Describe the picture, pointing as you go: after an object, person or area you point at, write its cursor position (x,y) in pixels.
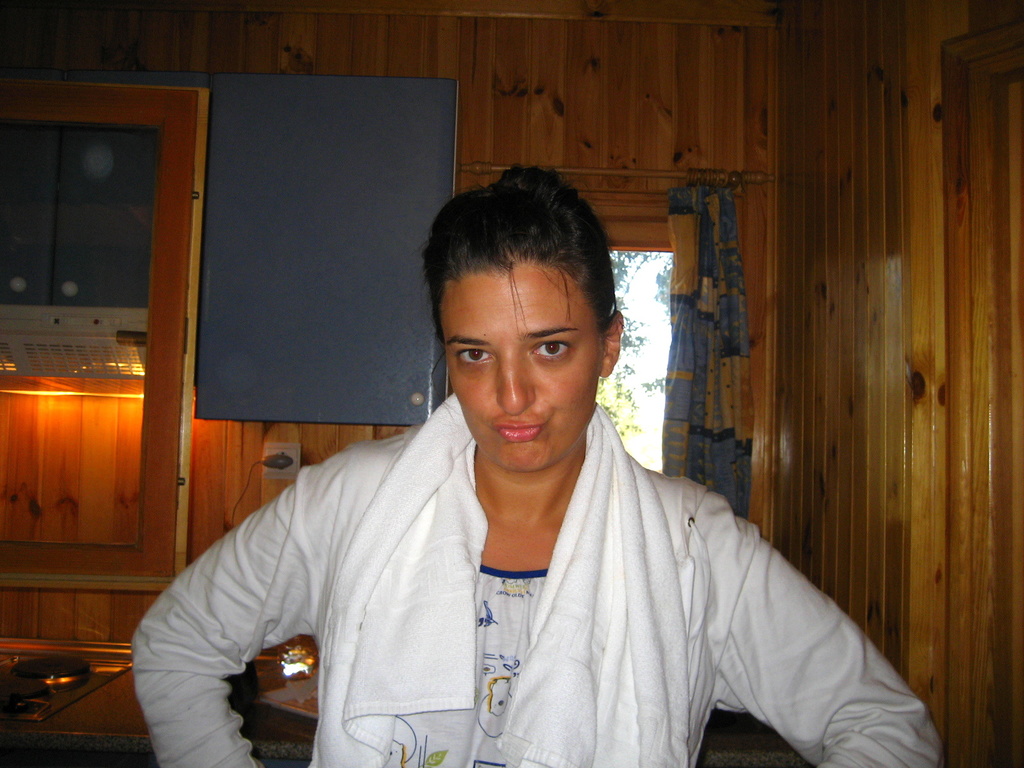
In this image there is a person (480,674) wearing a white top (780,659). Behind her there is a kitchen cabinet (86,723) having a stove (75,688) and few objects (301,700) on it. A chimney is attached to the wall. Beside there is a cupboard (323,335). Background (612,47) there is a wooden wall (819,391) having a window (646,390) which is having a curtain (717,302). From the window (620,375) few trees (633,330) are visible.
